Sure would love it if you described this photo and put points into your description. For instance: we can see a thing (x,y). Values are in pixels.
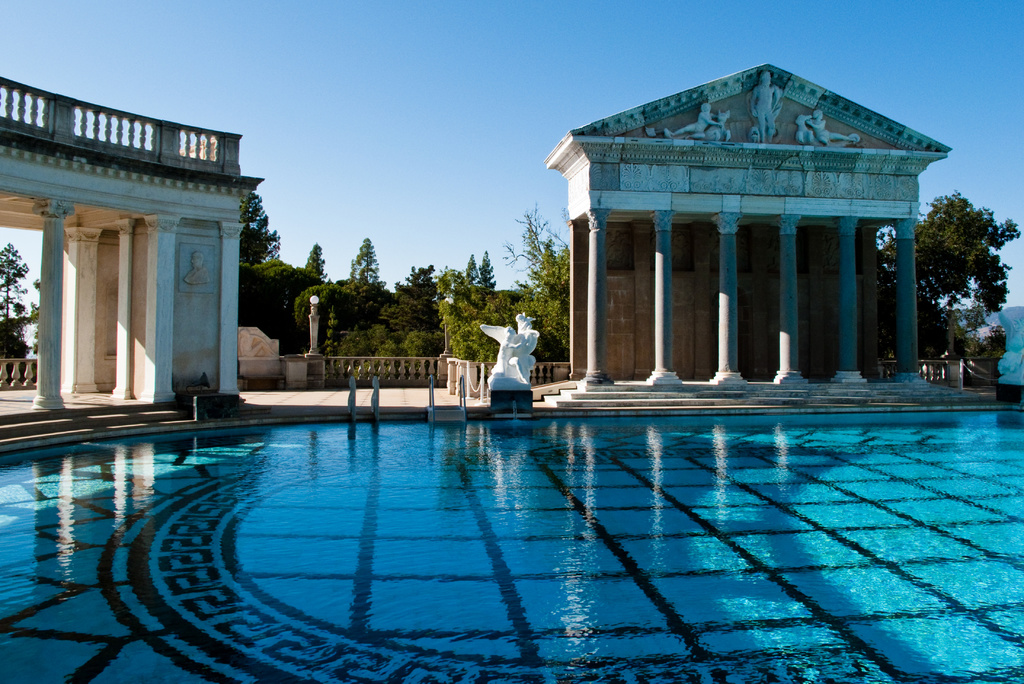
At the bottom (492,576) there is a swimming pool (600,531), in the middle (519,336) there are statues (507,343). These are the trees (374,329), at the top (340,117) it is the sky (354,153).
